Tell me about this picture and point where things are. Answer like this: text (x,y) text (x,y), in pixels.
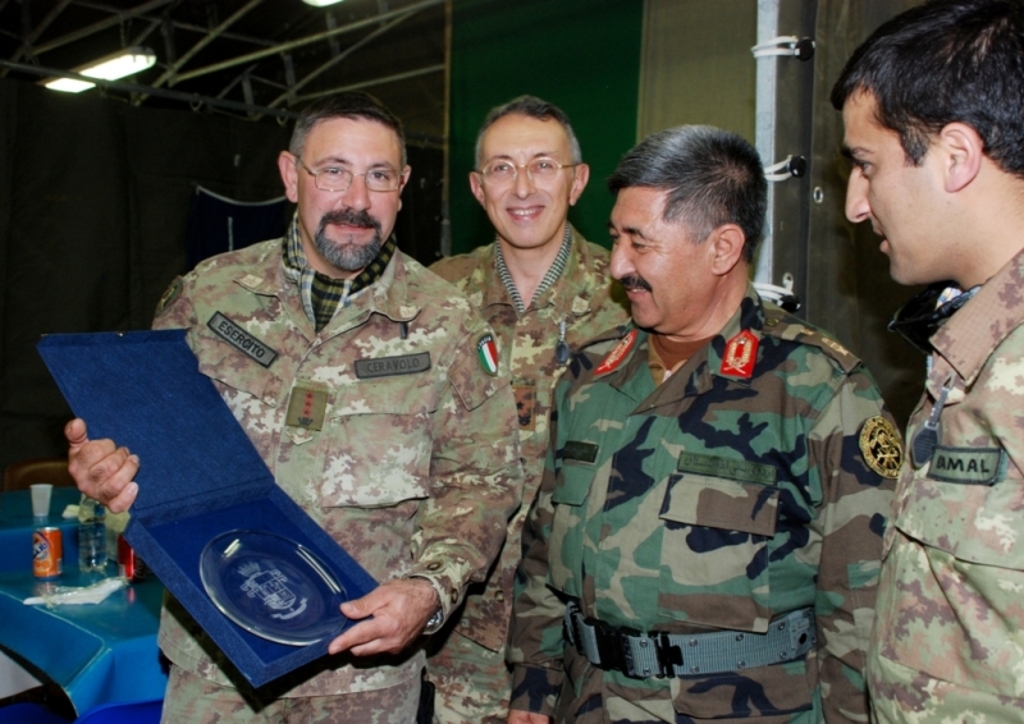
In this image, we can see people (744,274) wearing uniforms (474,341) and some of them are wearing glasses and one of them is holding a board (192,579). In the background (70,532), there are some objects (46,540) on the table (82,618) and we can see lights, rods (261,50) and a wall (667,77).
